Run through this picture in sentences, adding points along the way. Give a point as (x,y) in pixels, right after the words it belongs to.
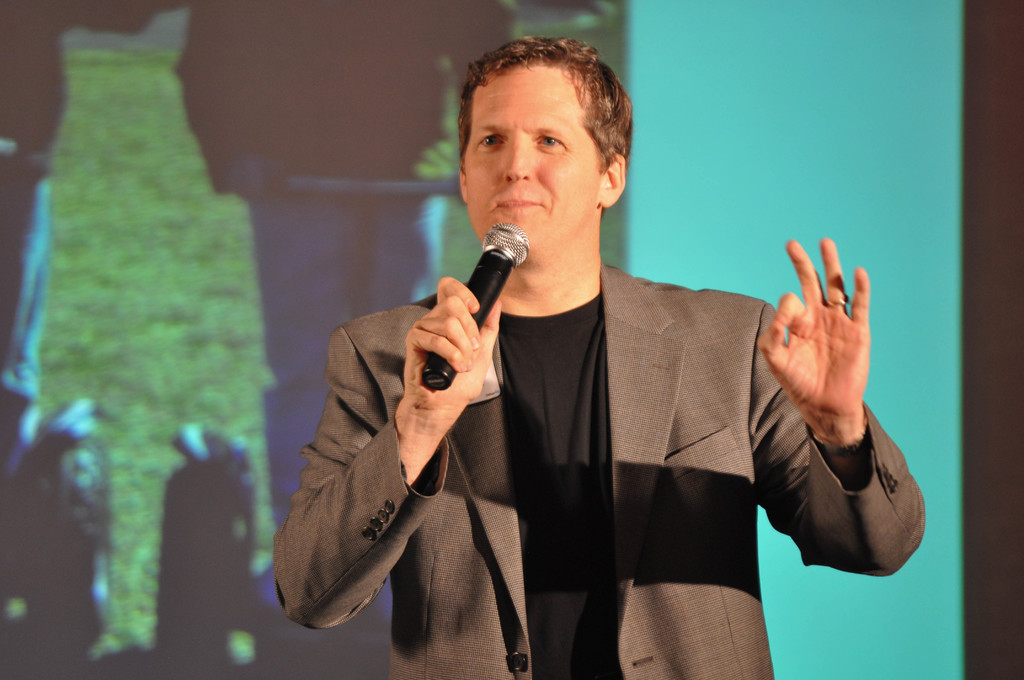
A man (398,311) is standing and holding a microphone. He wear a coat (662,356).
